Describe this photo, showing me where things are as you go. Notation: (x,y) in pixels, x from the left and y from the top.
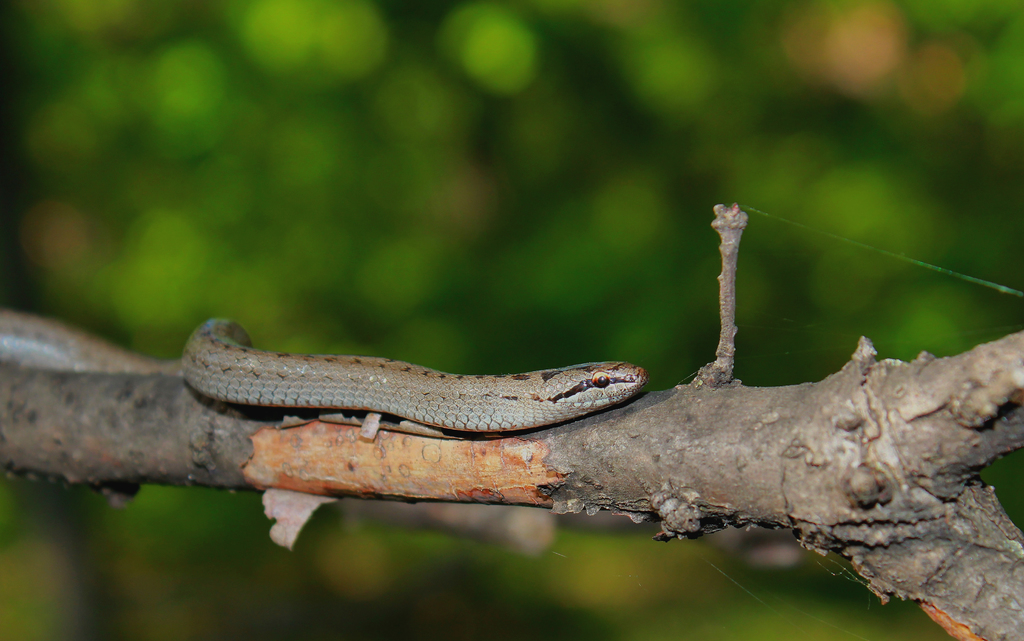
In this image I can see a snake (526,384) on the branch (628,477) and the background (350,34) is in green color.
